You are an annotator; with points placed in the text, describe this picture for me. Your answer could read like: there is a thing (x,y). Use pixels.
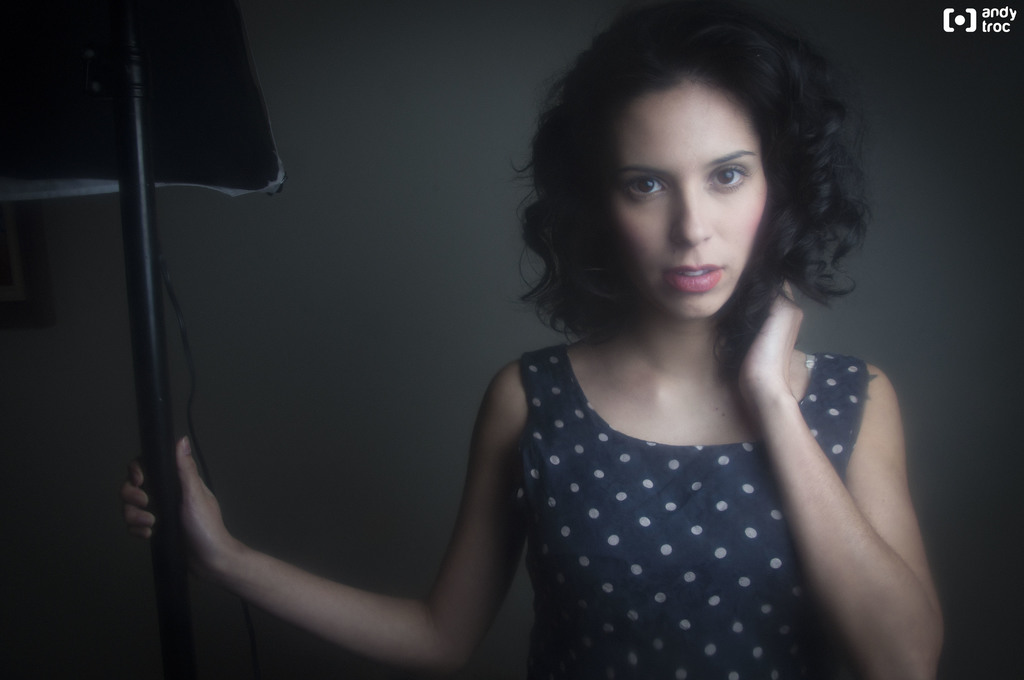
In this image there is a person (528,428) holding the pole (163,345). In the background of the image (346,317) there is a wall (414,314). There is some text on the top right side of the image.
